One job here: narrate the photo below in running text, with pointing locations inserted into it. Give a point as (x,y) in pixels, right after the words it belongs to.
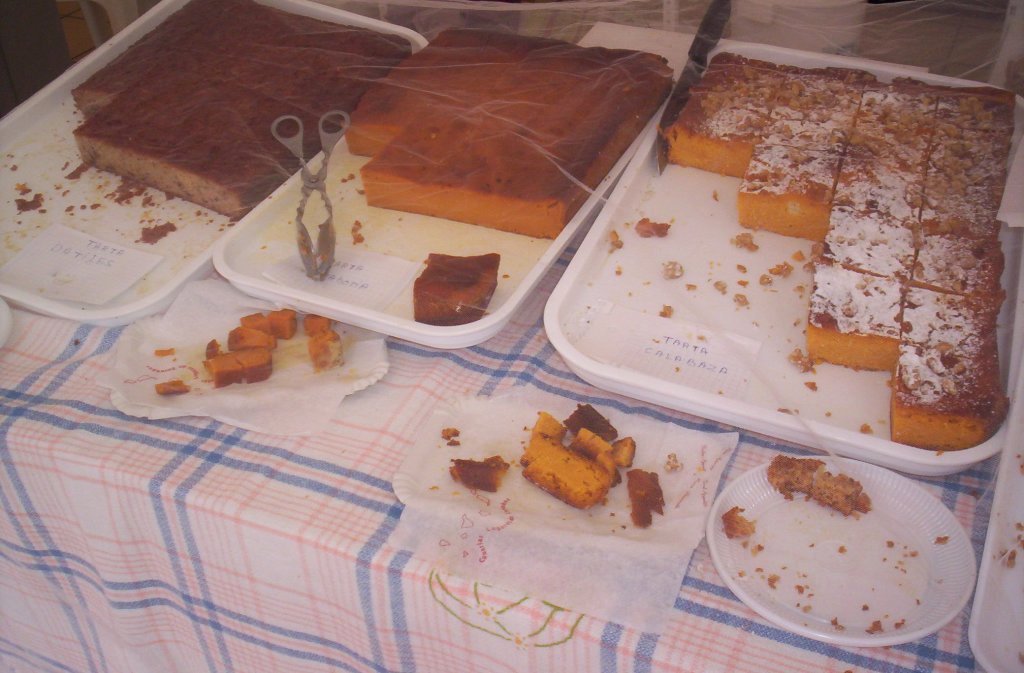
In this picture I can see white color trays (482,234). On the trays (641,252) I can see scissor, knife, food items (544,233) and other objects (359,287). I can also see white color plates (854,579) which has food items (771,586), tissues (449,488) and other objects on the table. The table (417,367) is covered with a cloth (291,495).
